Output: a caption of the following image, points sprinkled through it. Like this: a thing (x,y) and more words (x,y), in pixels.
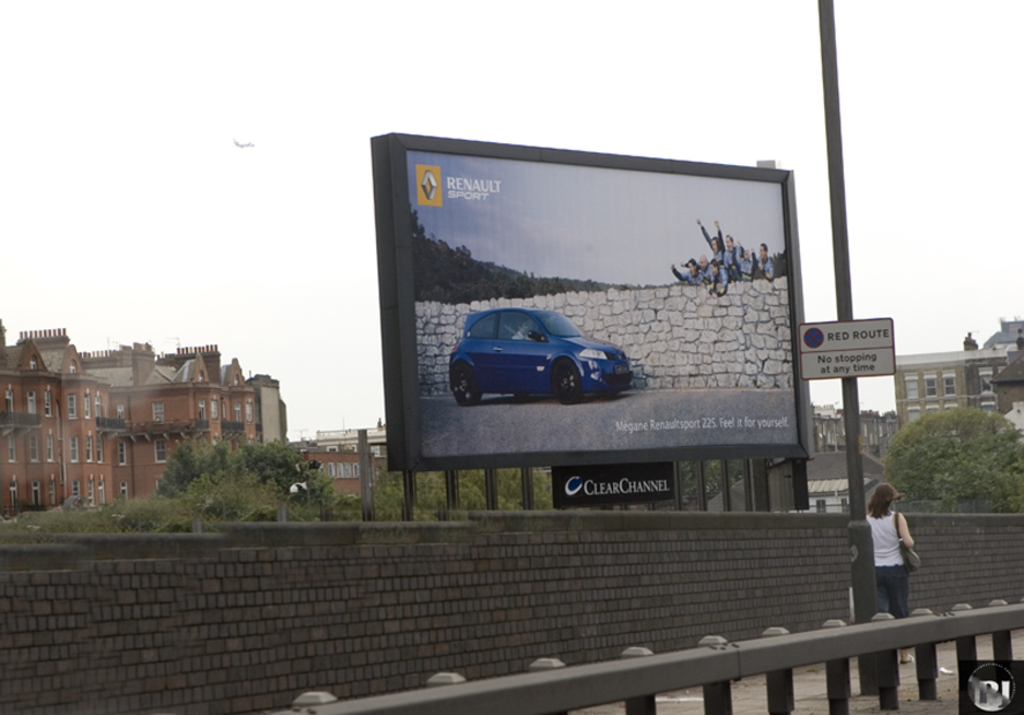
There is a woman (891,584) walking and wore a bag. We can see wall (822,574), board (841,355) on pole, fence (886,667) and hoarding (554,473). In the background (344,437) we can see trees (282,461), buildings (1011,384) and sky (243,54).
